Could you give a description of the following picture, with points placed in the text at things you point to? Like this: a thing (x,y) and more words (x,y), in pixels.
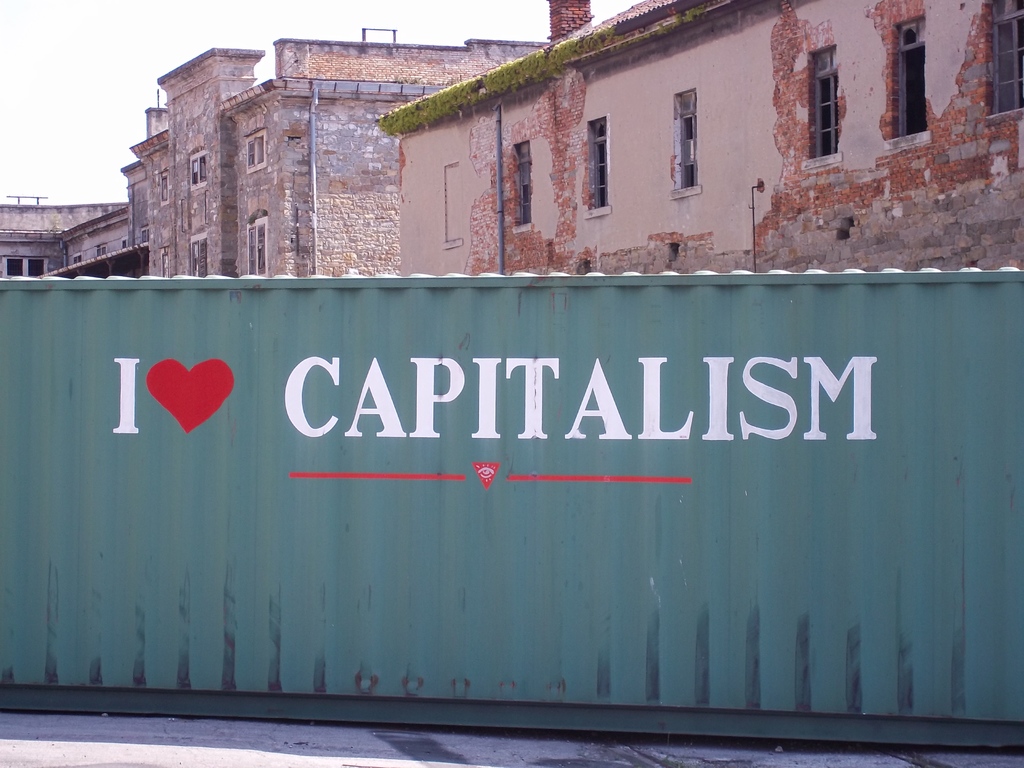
In this picture there is a container (528,595) which is in green color and there is i love capitalism written on it and there are few buildings (529,187) in the background (463,188).
